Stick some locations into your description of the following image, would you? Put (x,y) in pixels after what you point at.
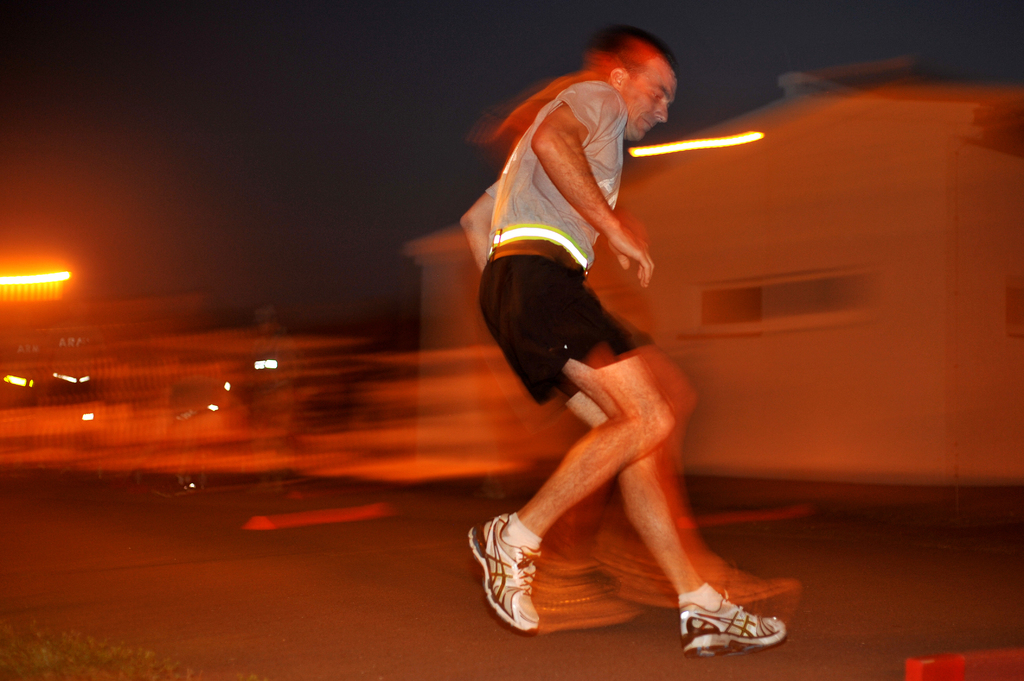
In the image there is a man (591,95) in grey t-shirt (619,108) and shorts (568,332) running on the road (556,661) and behind there is a building (736,306) with lights (33,285), this is clicked at night time.
